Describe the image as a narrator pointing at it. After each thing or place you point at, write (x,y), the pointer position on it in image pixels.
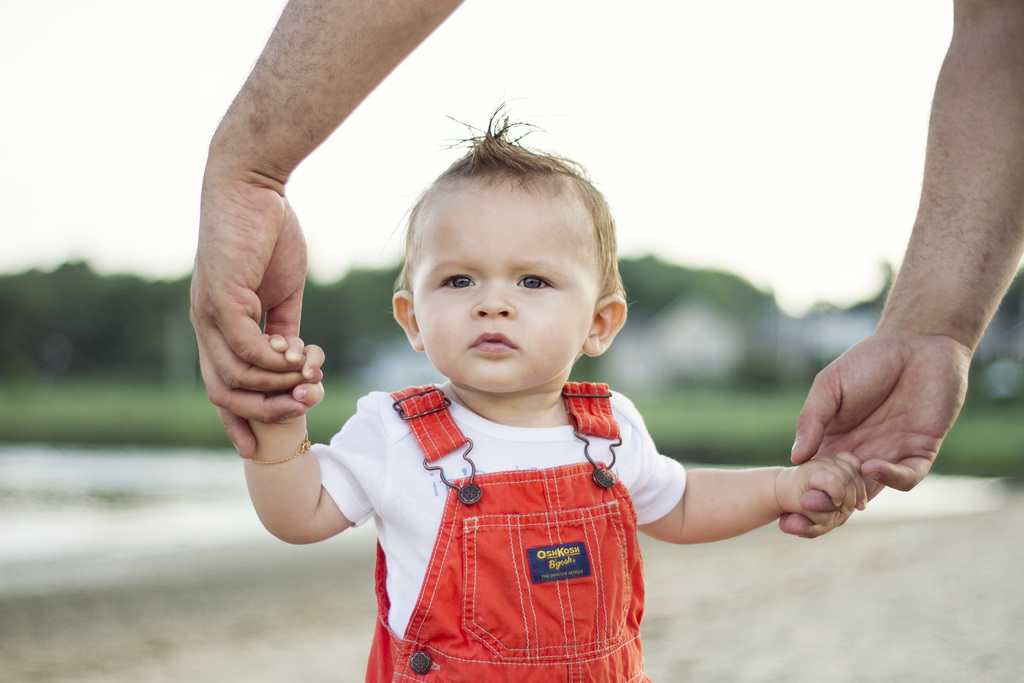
In this picture we can see a person (284,154) holding hands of a child (637,428) and in the background (125,392) we can see the ground (747,398), trees (36,342), sky (770,246) and it is blurry.
